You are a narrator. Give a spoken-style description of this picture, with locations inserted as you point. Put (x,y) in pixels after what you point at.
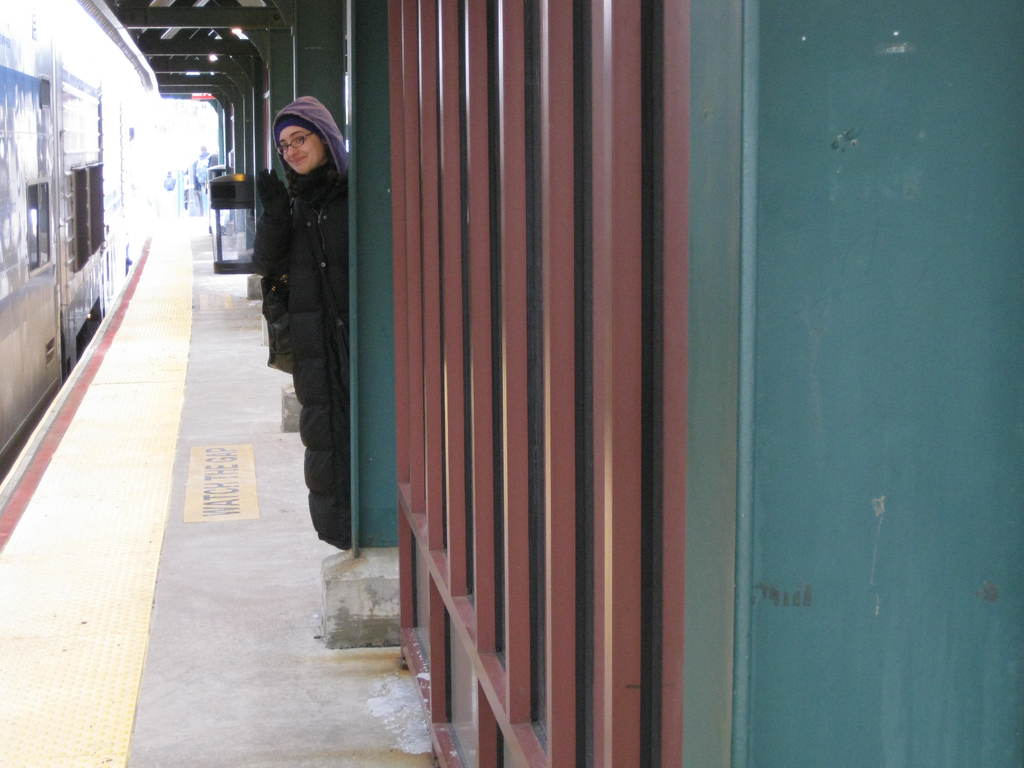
In the image we can see there is a person (336,466) standing on the platform (244,549) and there is a train (105,199) standing on the railway track (84,341). There are iron rod poles (431,476) and background of the image (168,150) is little blurred.
